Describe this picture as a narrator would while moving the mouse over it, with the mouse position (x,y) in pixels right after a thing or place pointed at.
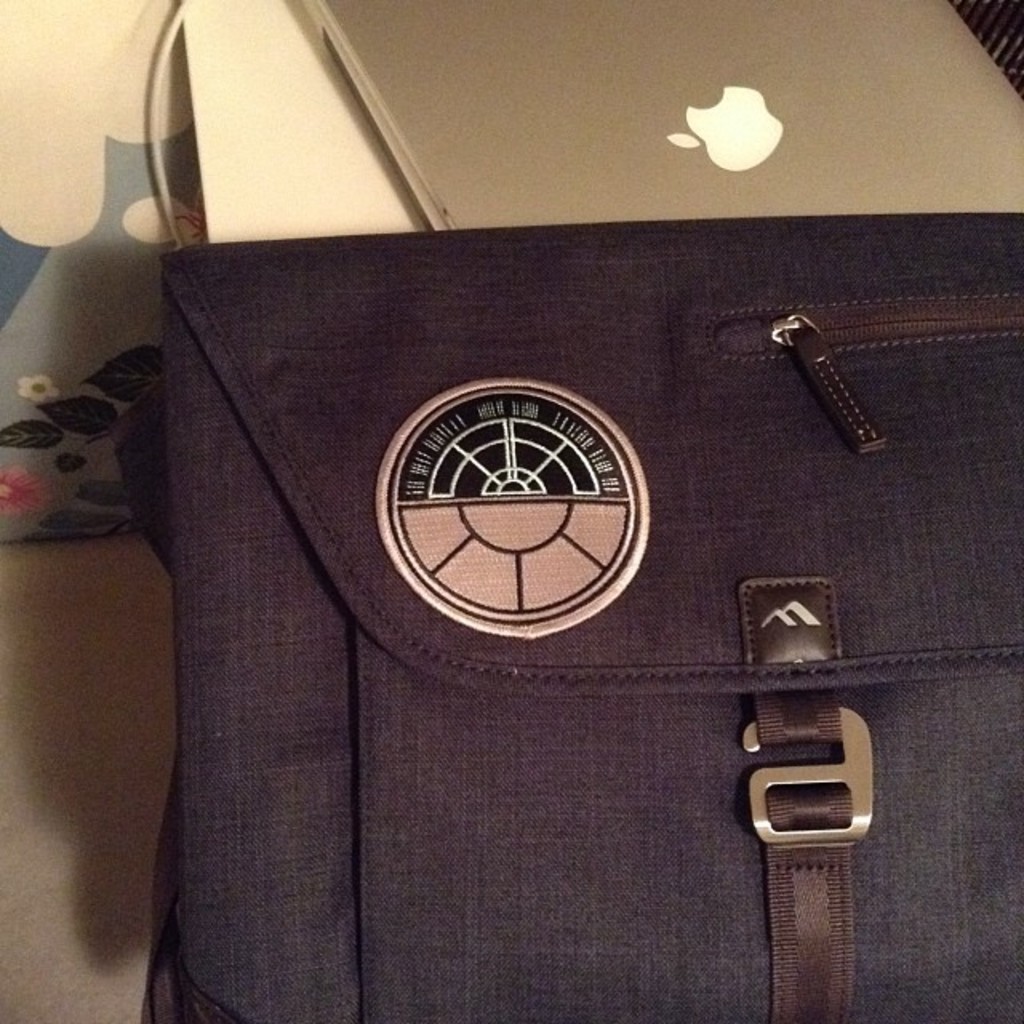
In this image, we can see a purse (893,628). In the background (742,125), we can see a laptop (794,45), electric wire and a paper (259,173).
